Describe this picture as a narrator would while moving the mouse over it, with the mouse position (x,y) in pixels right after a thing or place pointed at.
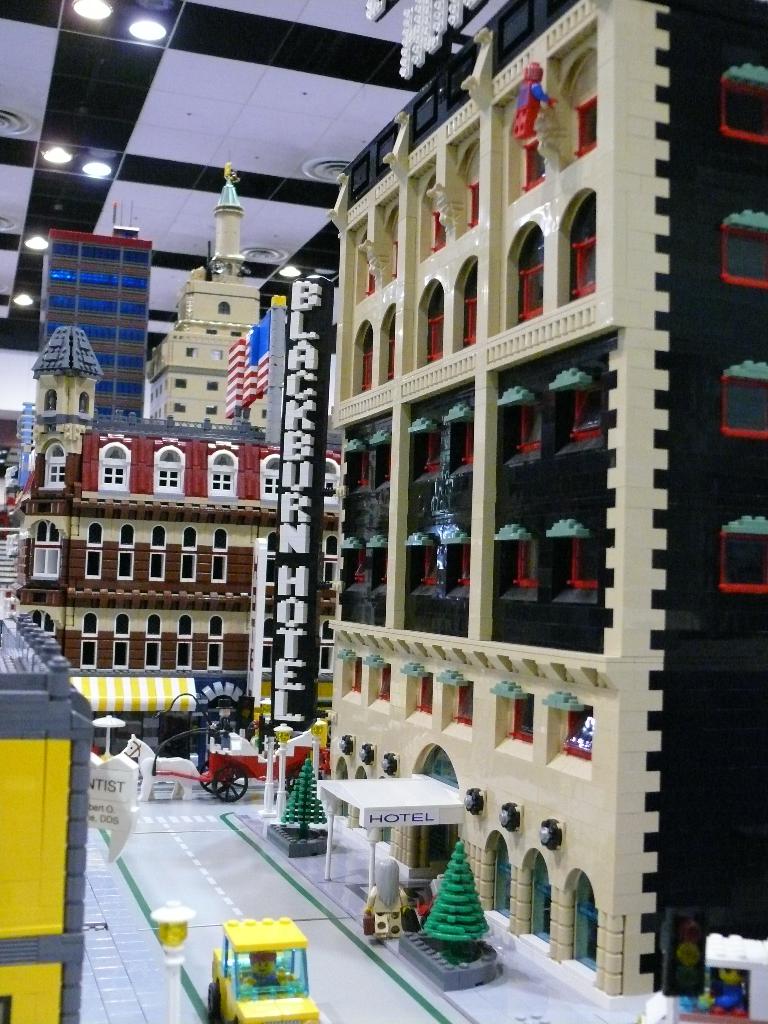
In this image we can see the Lego (385,464). Here I can see few toy buildings (323,628). At the bottom (247,989) there are few toy vehicles (170,775) and trees (305,826). At the top of the image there are few lights (94,12) to the roof (226,65).
